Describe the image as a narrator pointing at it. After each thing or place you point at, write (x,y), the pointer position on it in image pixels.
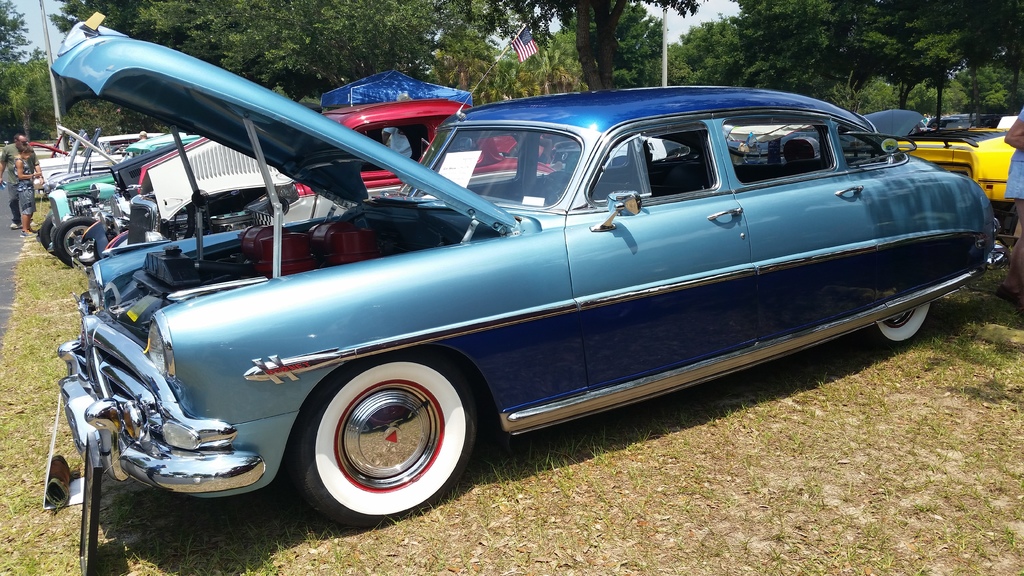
In this image we can see the vehicles (465,192) parked on the grass (641,463). We can also see three persons (17,196). Two persons (12,213) on the left (30,221) and a person (1018,125) on the right (1009,289). In the background (210,17), we can see the trees (594,58), poles (55,101), flag (535,47) and also the sky (60,39).
